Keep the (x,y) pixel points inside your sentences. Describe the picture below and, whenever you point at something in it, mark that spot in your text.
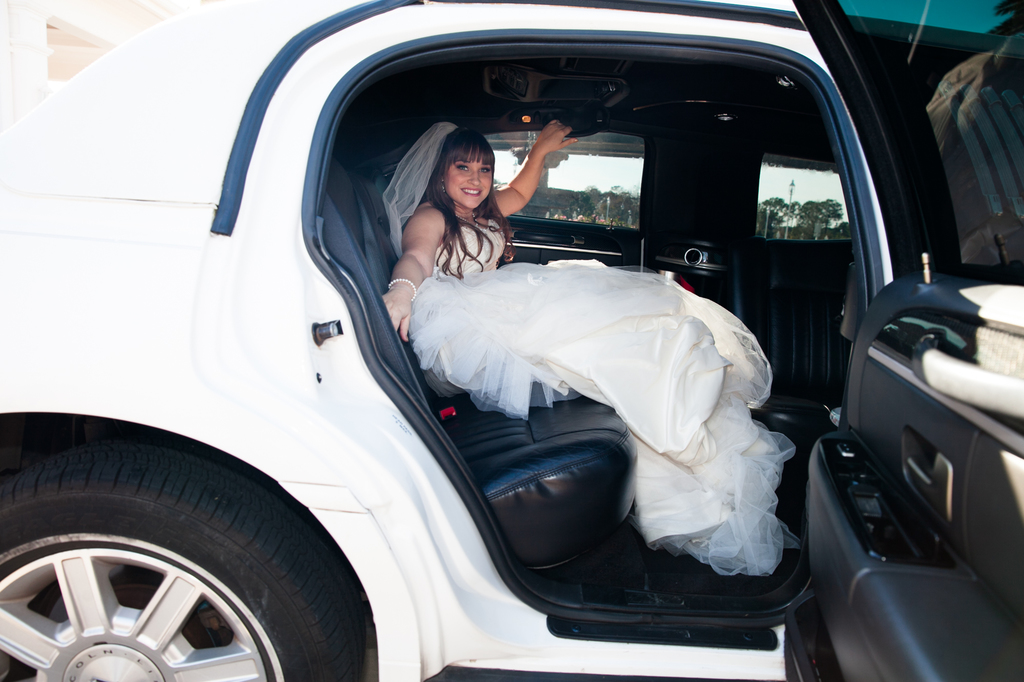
In this picture we can see a vehicle (156,242), there is a woman (505,278) sitting in the vehicle (173,246), in the background (813,213) there are some trees (772,208), on the right side (868,487) there is a door (918,478) of a vehicle (950,507), from the glass (601,185) we can see the sky (587,187).
